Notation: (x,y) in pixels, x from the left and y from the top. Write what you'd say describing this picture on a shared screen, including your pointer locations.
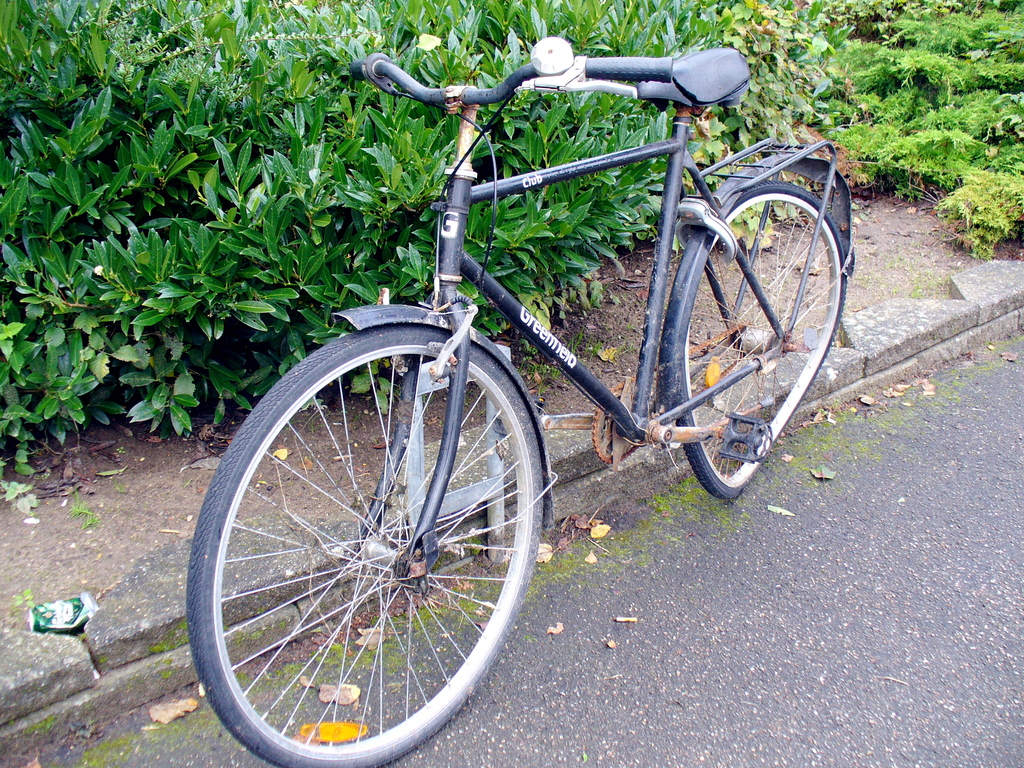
In this image, we can see a bicycle (644,395) is parked on the road (817,607). In the background (318,26), we can see few plants (243,306). On the left side of the image (79,615), we can see a tin (59,614) on the ground (81,582).
